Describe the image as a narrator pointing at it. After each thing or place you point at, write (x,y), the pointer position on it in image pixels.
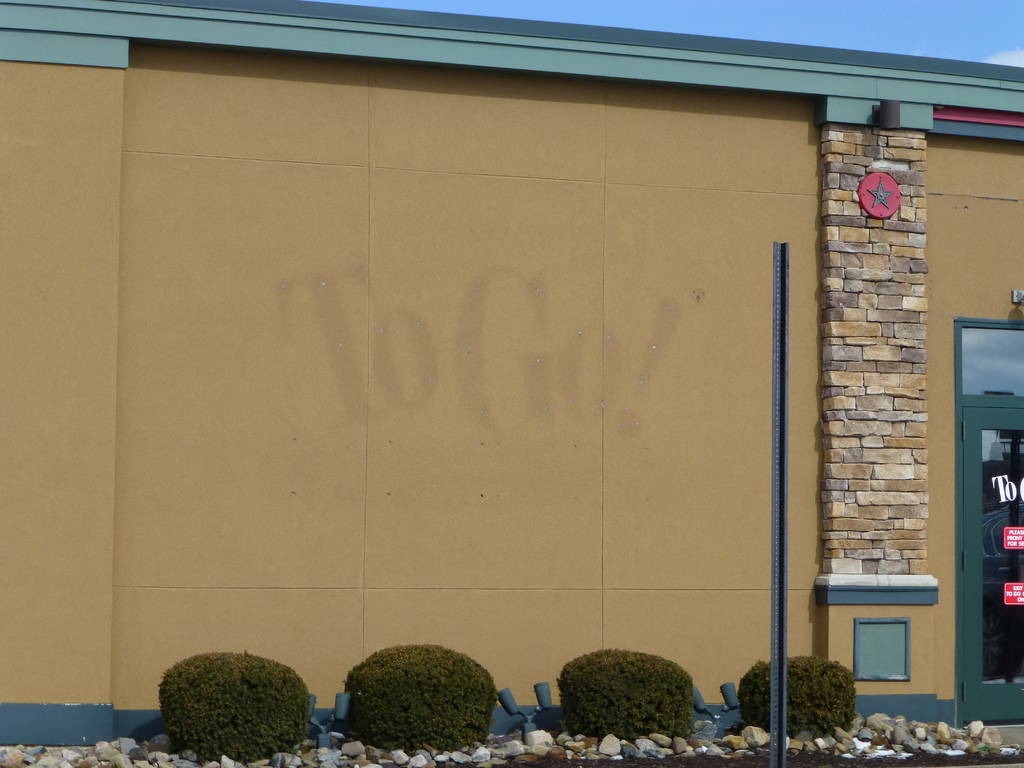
In this picture, we can see a pole (782,722), bushes (467,698), stones (761,729), glass door (966,684), building (928,504) and behind the building (561,230) there is a sky (836,34).
